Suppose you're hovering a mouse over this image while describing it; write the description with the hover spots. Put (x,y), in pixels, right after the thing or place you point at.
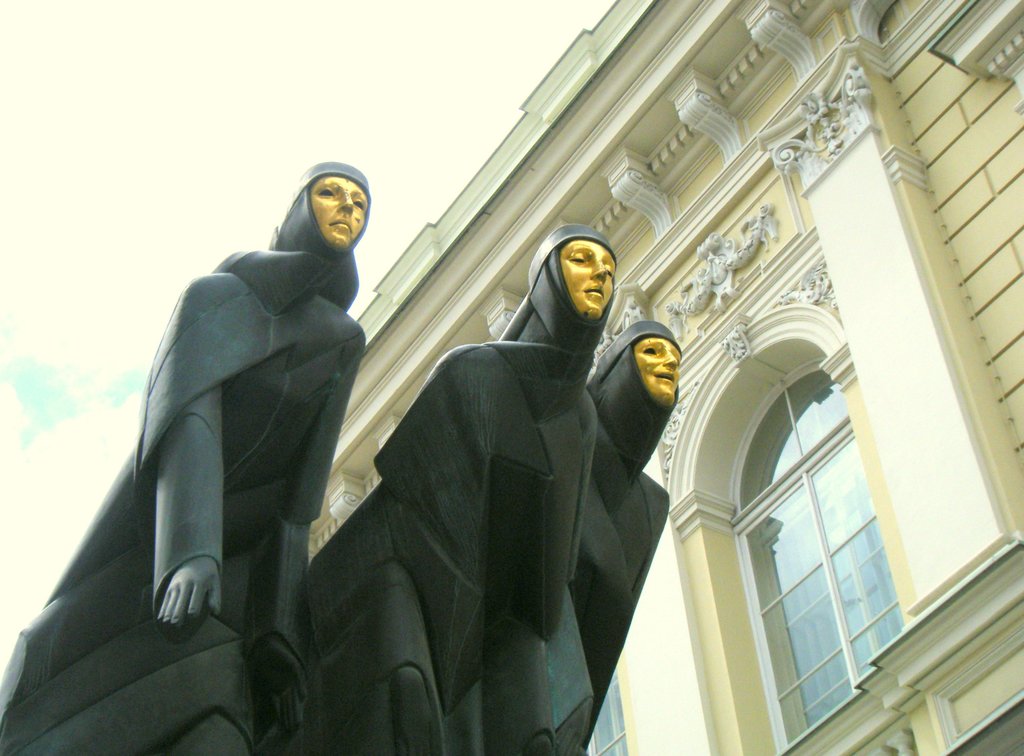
In the picture we can see the three human sculptures (544,687), which are black in color with gold color faces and beside it, we can see a part of the building (926,386) with a window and in the background (53,319) we can see a part of the sky (227,20) with clouds (227,20).
